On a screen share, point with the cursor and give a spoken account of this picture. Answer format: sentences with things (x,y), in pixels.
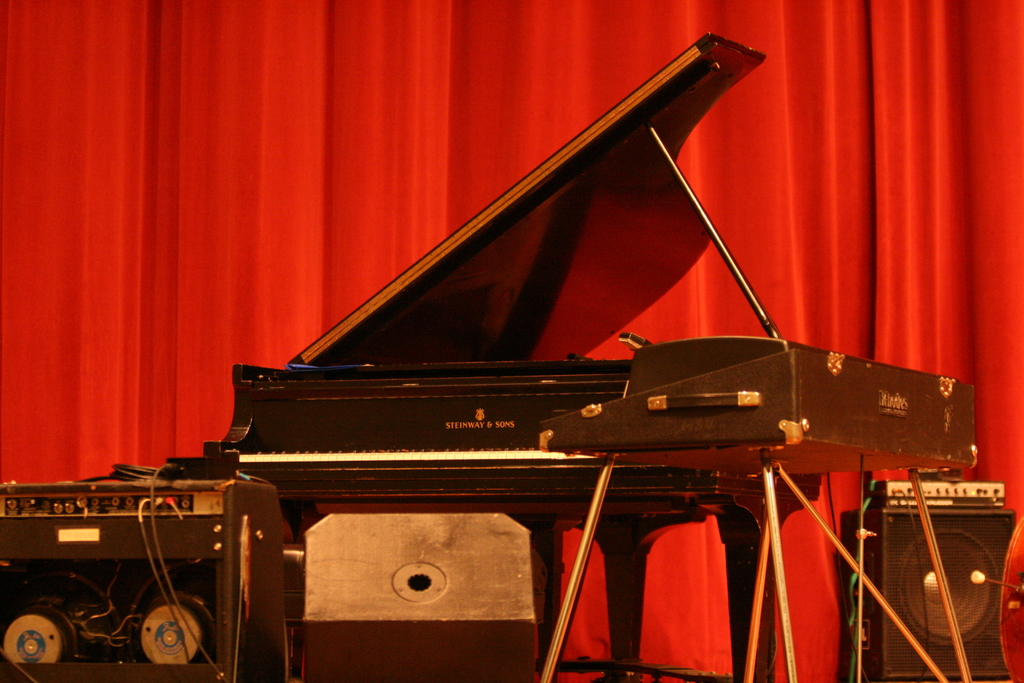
This is the piano (552,222). I can see a speaker (944,539). This looks like an electronic device (942,502), which is placed on the speaker (965,535). I can see a black color electronic device (234,602) with wires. This is the red cloth (180,97) hanging.
